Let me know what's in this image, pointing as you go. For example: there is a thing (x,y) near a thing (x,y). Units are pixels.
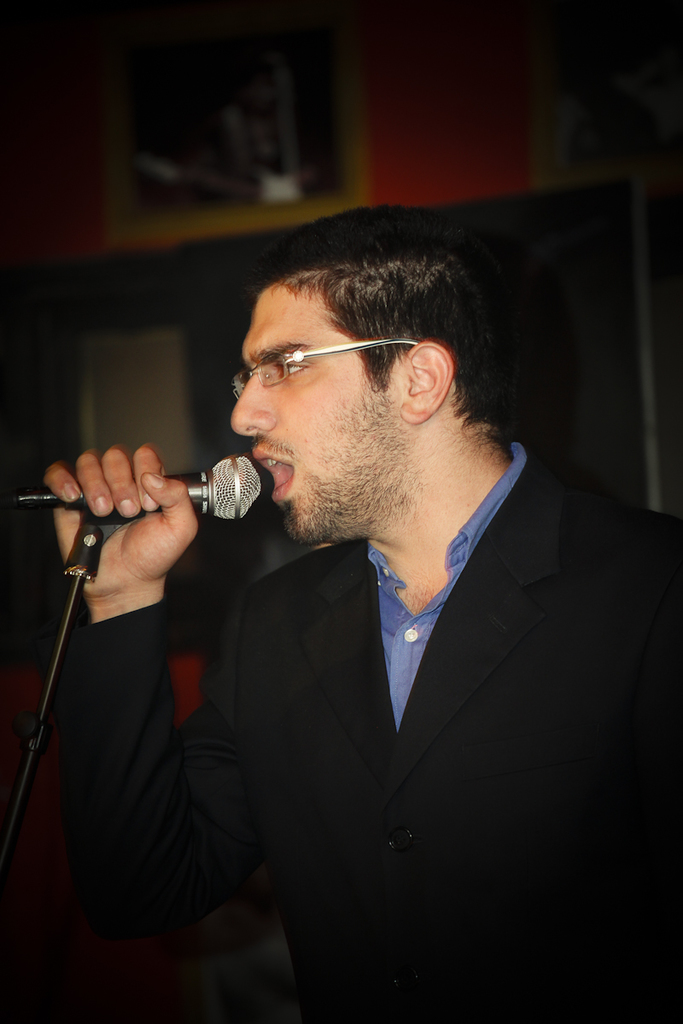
there is a man (450,880) holding a microphone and speaking in it.
